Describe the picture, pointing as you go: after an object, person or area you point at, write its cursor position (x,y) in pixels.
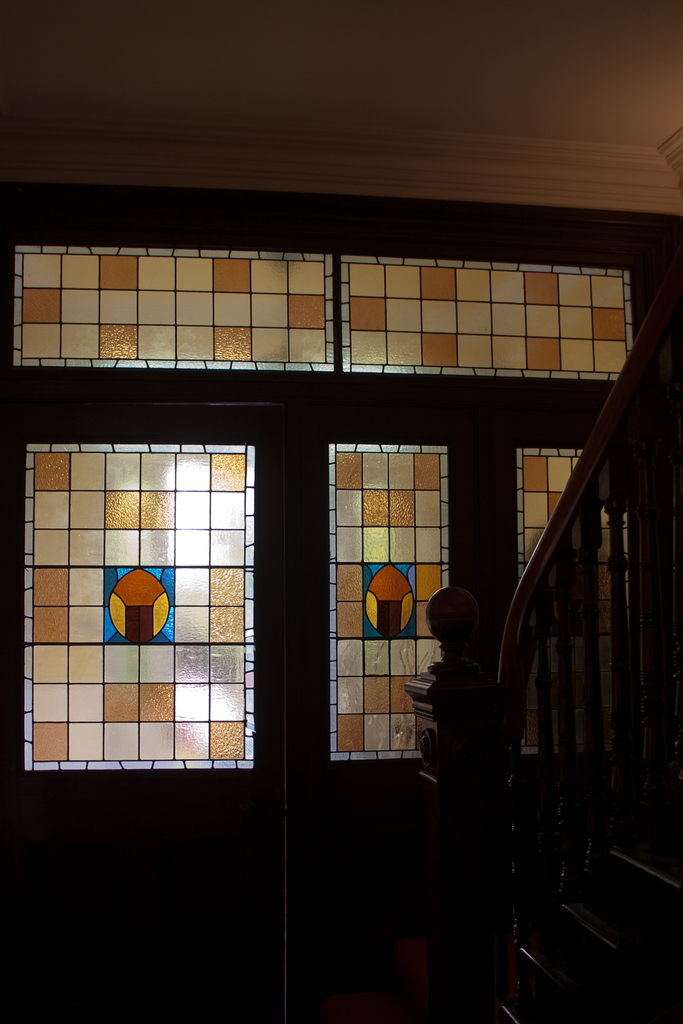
In this image we can see the stained glass (467,360). On the right (587,530) there are stairs (583,853).
